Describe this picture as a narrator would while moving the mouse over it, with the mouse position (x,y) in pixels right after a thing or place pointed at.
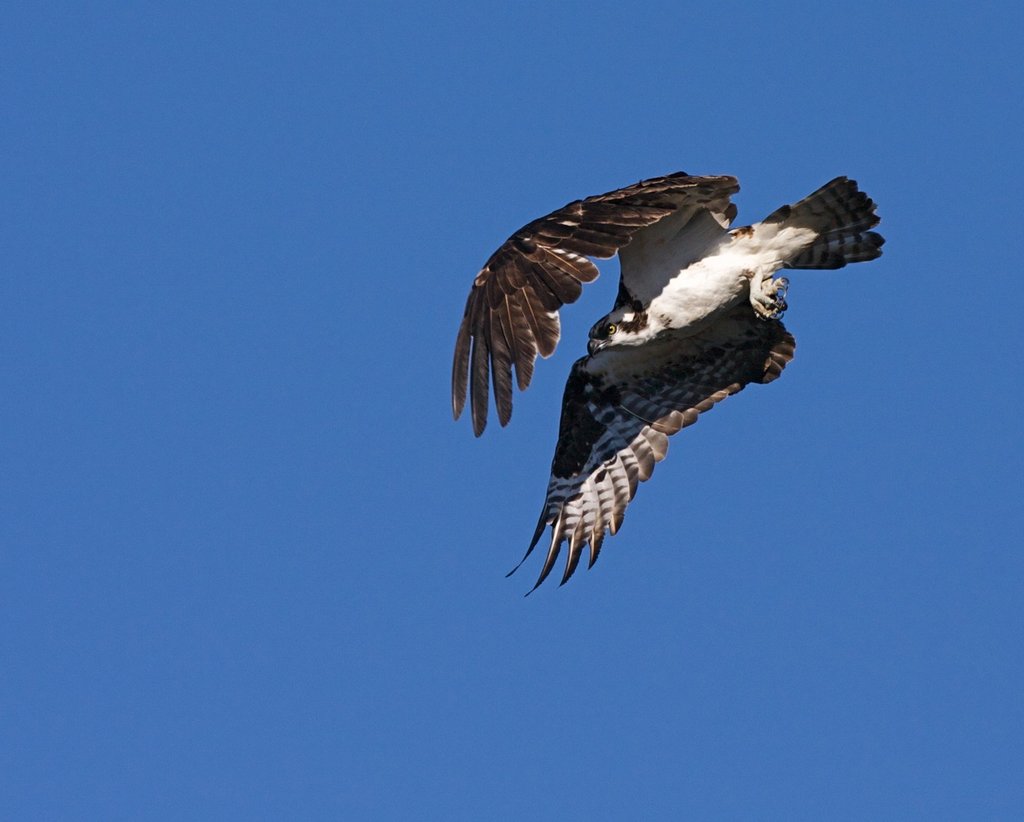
In the picture I can see a bird (647,374) is flying in the air (614,263). In the background (414,367) I can see the sky (265,471).
